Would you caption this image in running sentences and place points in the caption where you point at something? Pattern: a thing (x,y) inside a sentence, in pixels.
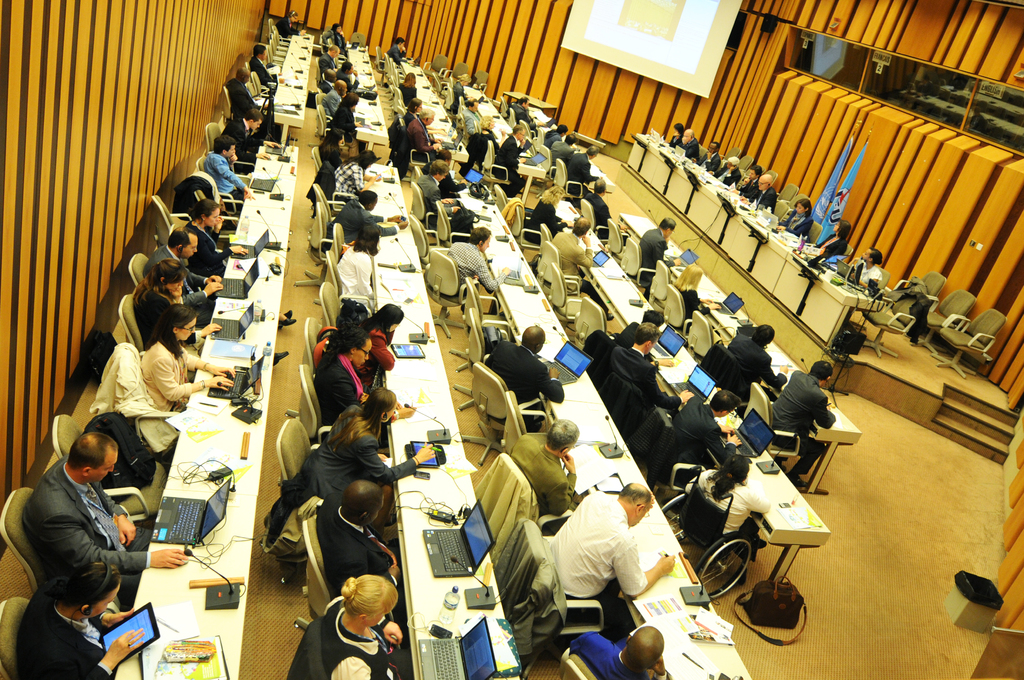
In the picture there is a room (550,224), there are many chairs (947,306) are present, people (628,572) are sitting on the chair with the table (409,429) in front of them, there are laptops (167,538) present on the table (263,408), there are microphones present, there are papers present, there are lights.
